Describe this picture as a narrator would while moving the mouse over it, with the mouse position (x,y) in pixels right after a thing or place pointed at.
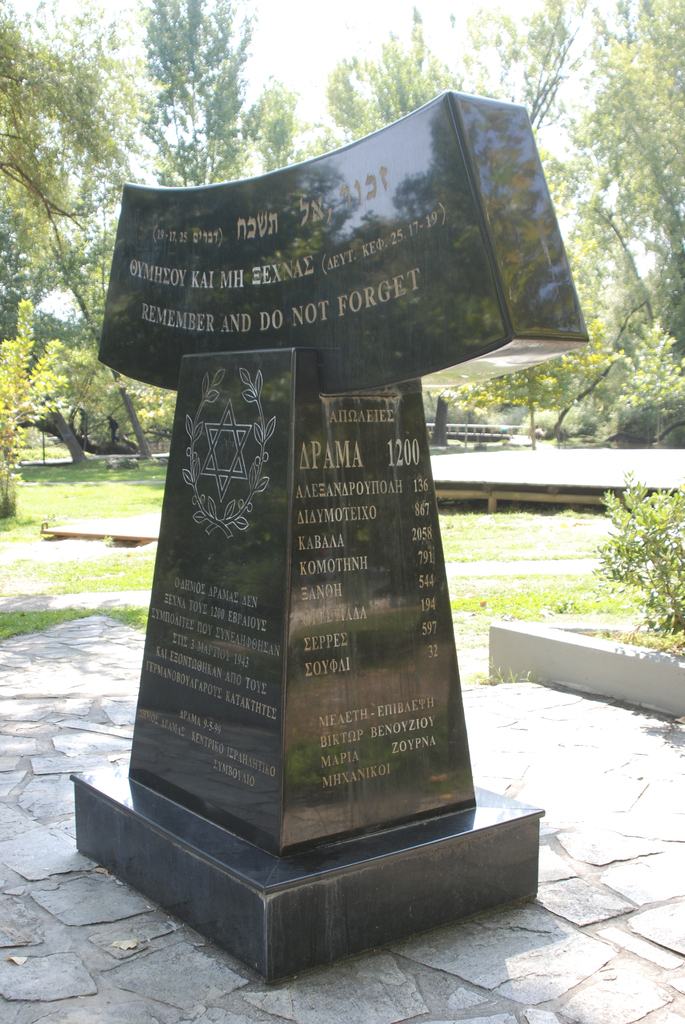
In this picture there is a memorial (348,345) in the foreground (416,892). There is a text (325,275) on the memorial (138,238). At the back (237,49) there are trees (224,50). At the top (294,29) there is sky (291,49). At the bottom (391,1009) there is stone paving (15,664).
